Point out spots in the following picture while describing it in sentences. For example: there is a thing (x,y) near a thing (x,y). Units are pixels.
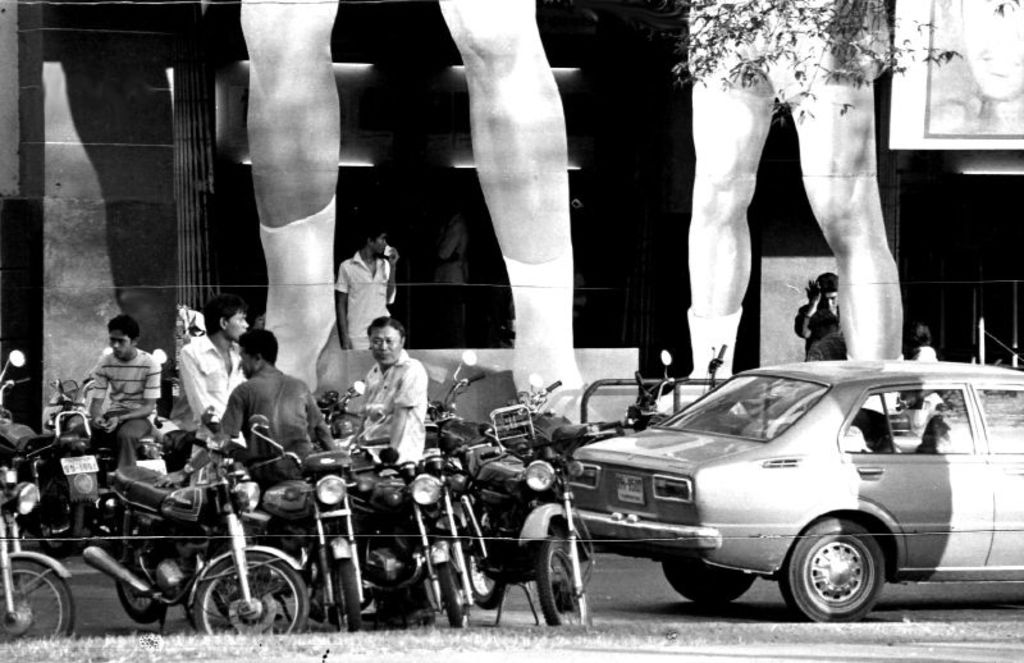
This picture is clicked in the city (333,261). Here we see four people (263,413) sitting on bikes (347,519) which are parked on the road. Beside that, we see a car (691,487) is also parked on the road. On background (364,288), we see two people (828,309) standing. On background (331,219), we see a board (499,134) on which two people (809,33) are standing. Beside that, we see a photo frame (908,99) which is placed on black color wall (926,187).
